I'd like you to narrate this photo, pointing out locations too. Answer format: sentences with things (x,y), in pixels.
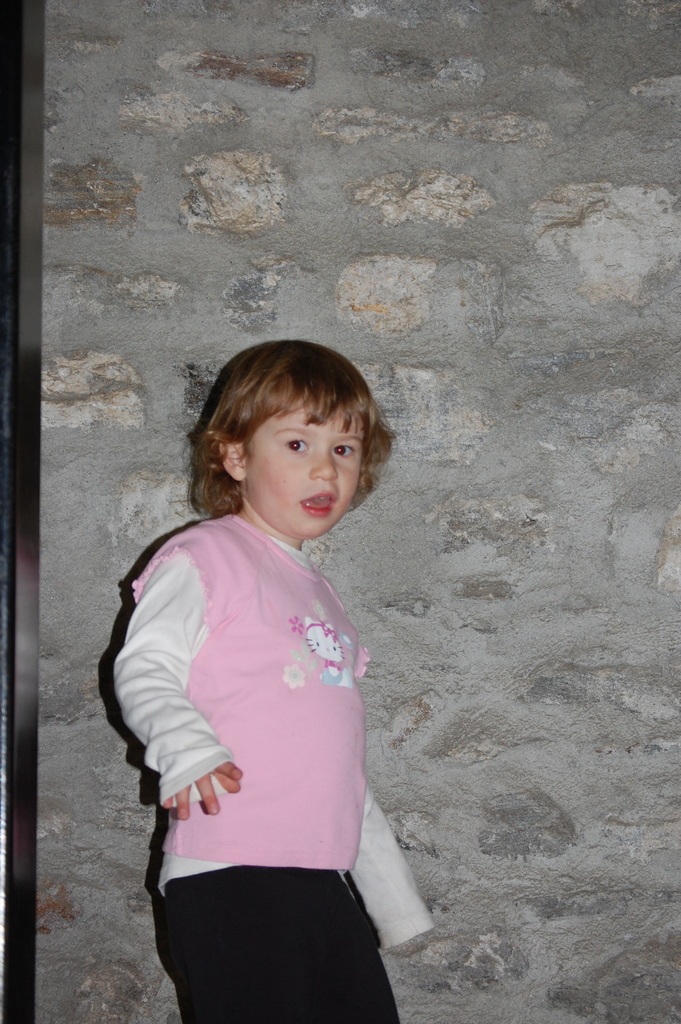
In this picture I can see a child (275,759) is standing, the child (213,684) is wearing pink color sweater (257,679) and black color pant (278,967). In the background (379,294) i can see a wall (108,942).
